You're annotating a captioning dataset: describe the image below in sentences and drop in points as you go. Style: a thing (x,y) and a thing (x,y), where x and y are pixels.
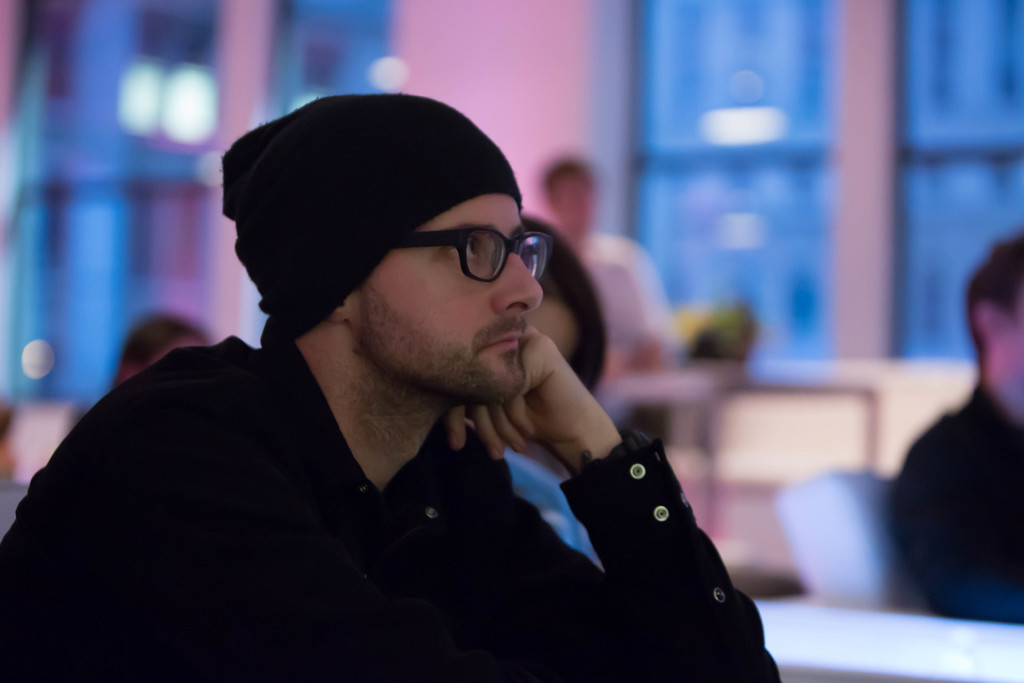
In this picture there is a man (176,466) with black shirt (345,496), black hat (386,222) and black spectacles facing towards the right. Towards the right corner (926,461) there is another man (944,481) with black shirt (944,487). In the background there are some people (554,254).
